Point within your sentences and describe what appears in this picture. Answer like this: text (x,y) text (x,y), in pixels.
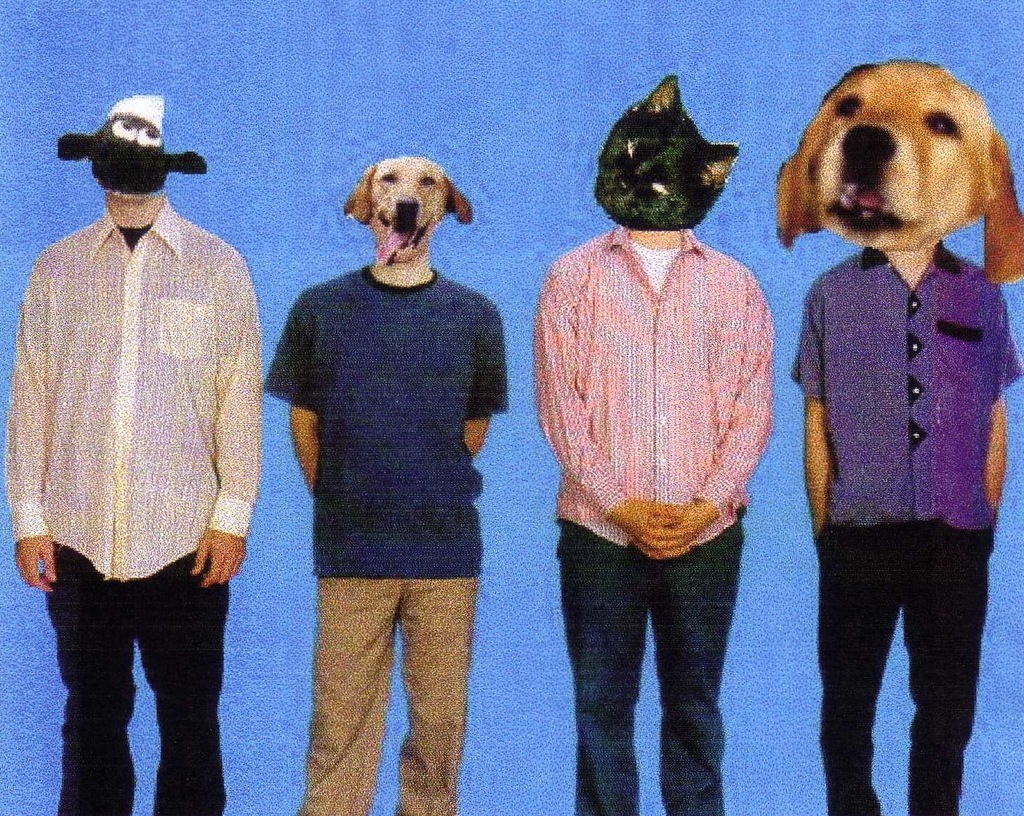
This is an edited image. In this picture, we see four men (397,485) are standing. The faces (354,212) of the men (397,284) are edited with the heads (659,106) of cat (728,144) and dog (468,205). In the background (241,204), it is blue in color.
